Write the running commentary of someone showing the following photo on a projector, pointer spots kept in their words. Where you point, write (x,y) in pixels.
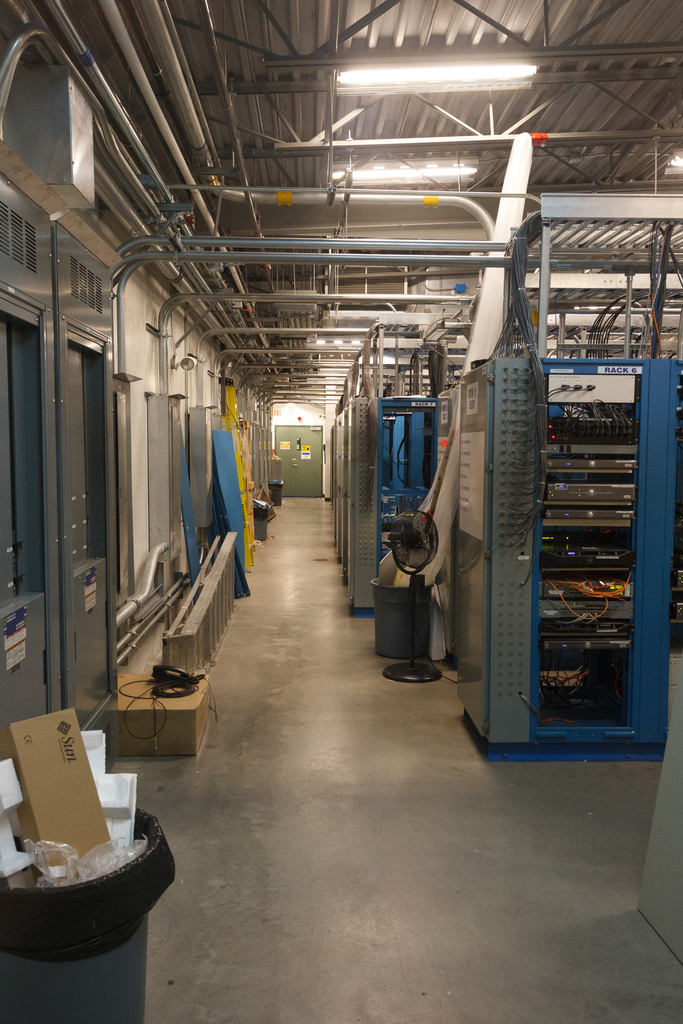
In this image I can see a trash bin (108,978) on the left (62,966). There are machines (388,404) on the right (468,420). There is a carton (207,704) and a ladder (196,601) on the floor (264,579). There are doors (108,660) on the left (5,518). There is a white curtain (479,300) in the center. There is a door (286,470) at the back (312,457) and lights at the top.
